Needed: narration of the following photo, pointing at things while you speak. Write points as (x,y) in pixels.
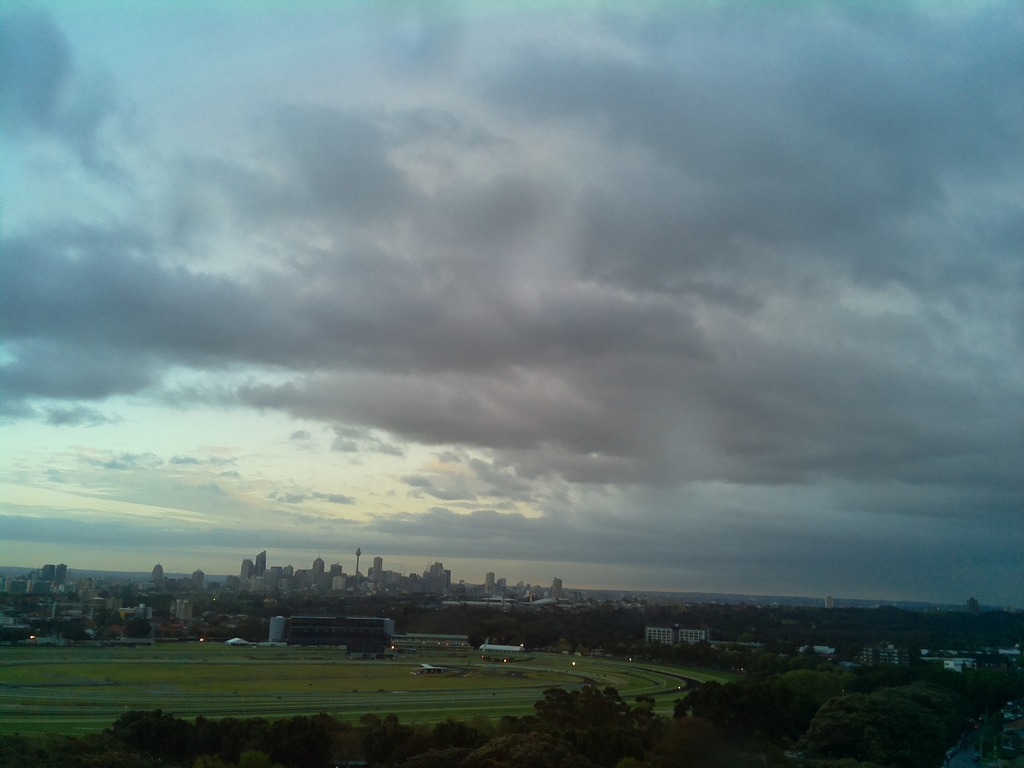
There are many trees (876,710). In the back (335,641) there are many buildings (331,625) and sky (483,321) with clouds (425,281).
